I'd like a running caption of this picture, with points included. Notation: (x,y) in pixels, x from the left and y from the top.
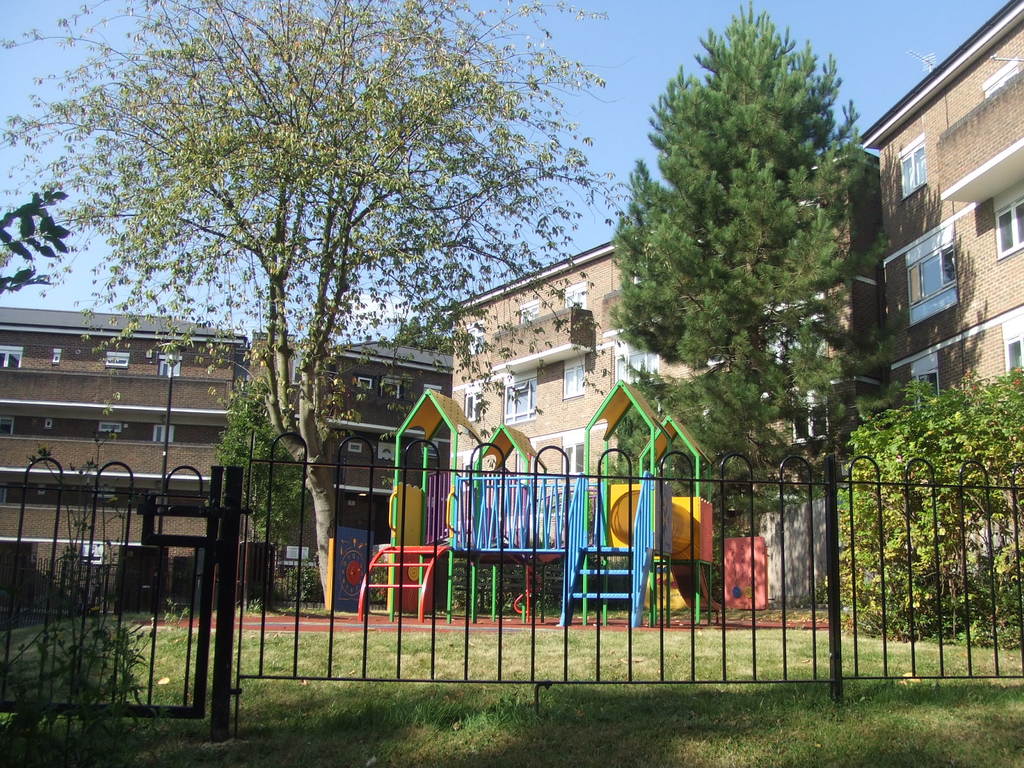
In this image sky (569,117) truncated towards the top of the image (644,97), there are buildings (549,332), there is a building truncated towards the right of the image (962,226), there is a building (72,381) truncated towards the left of the image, there are trees (303,26), there is a tree (303,26) truncated towards the top of the image (276,30), there is a tree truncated towards the left of the image (15,267), there is a tree (763,334) truncated towards the right of the image (1000,438), there is a fencing (964,549) truncated, there are plants (478,570), there is grass (210,650) truncated towards the bottom of the image (608,725), there are objects (415,587) on the ground (494,629).
